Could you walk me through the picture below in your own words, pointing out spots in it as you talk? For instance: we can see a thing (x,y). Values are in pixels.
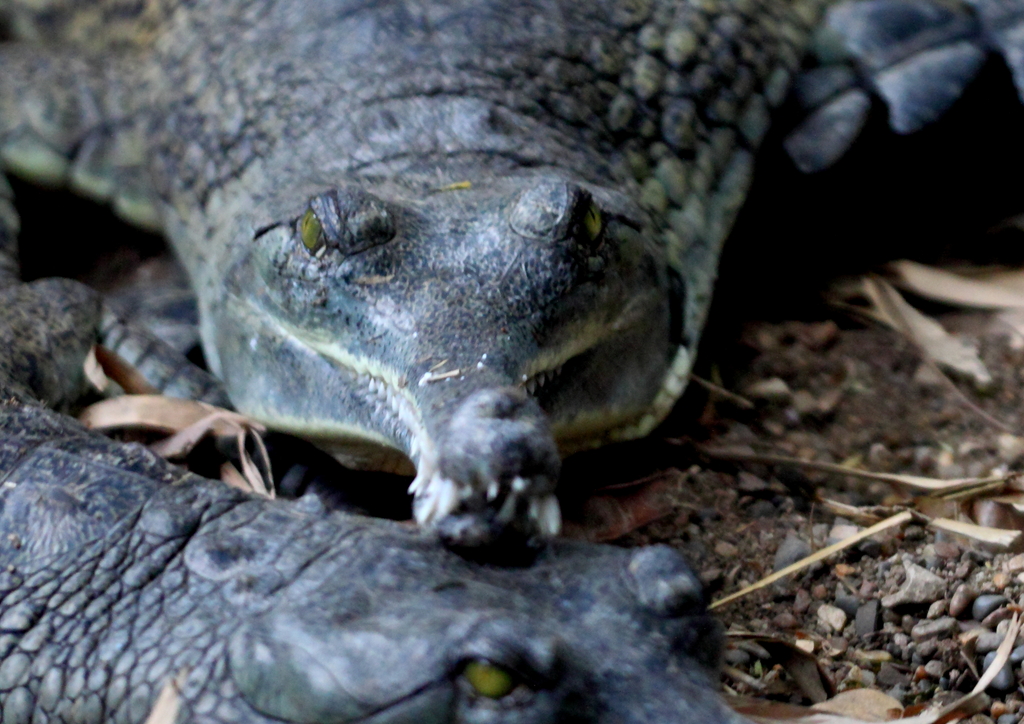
In this picture we can observe two crocodiles (399,272) on the ground (766,313). These crocodiles (293,223) are in grey color. We can observe small stones (852,560) on the ground (852,492).
